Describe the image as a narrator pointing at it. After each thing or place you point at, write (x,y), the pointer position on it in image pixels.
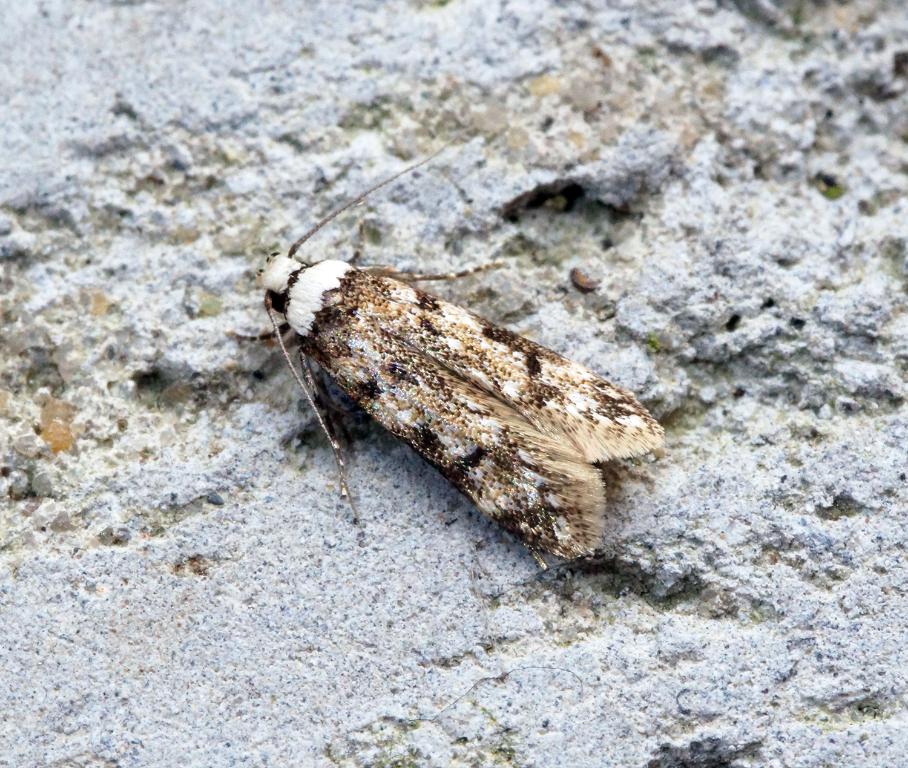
In the image in the center (356,367) we can see one insect (486,346), which is in brown and white color.
